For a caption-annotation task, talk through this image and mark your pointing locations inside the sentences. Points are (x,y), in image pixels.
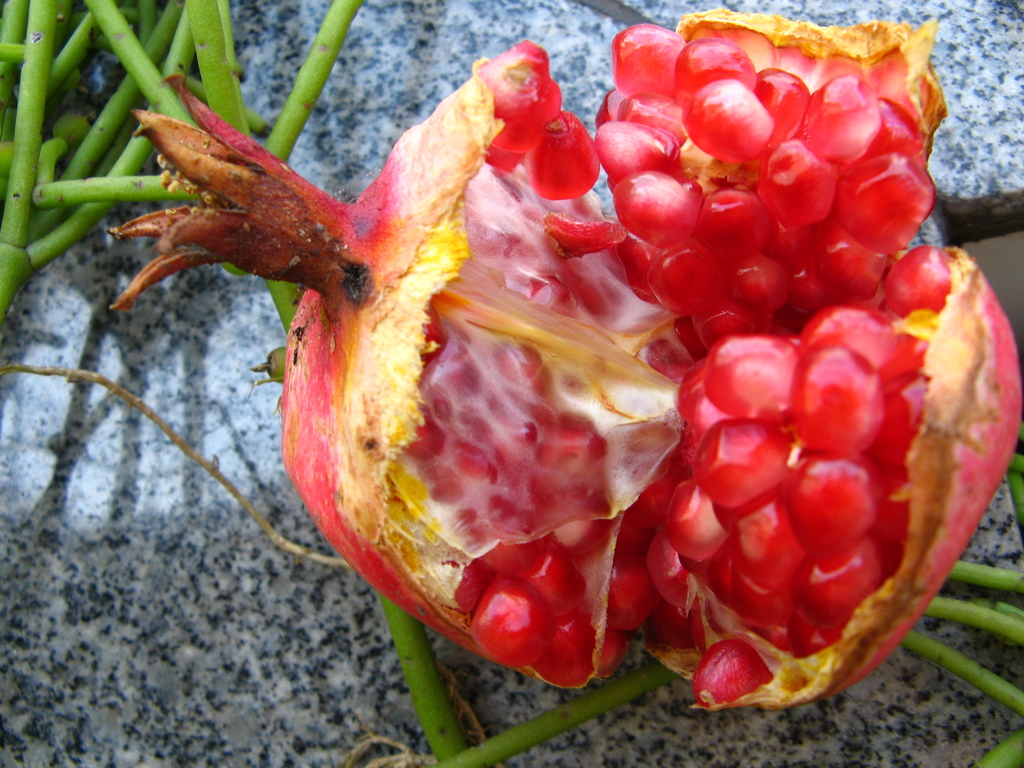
In this image there is a pomegranate (436,400), a stone (213,524) and plant stems (5,53).
